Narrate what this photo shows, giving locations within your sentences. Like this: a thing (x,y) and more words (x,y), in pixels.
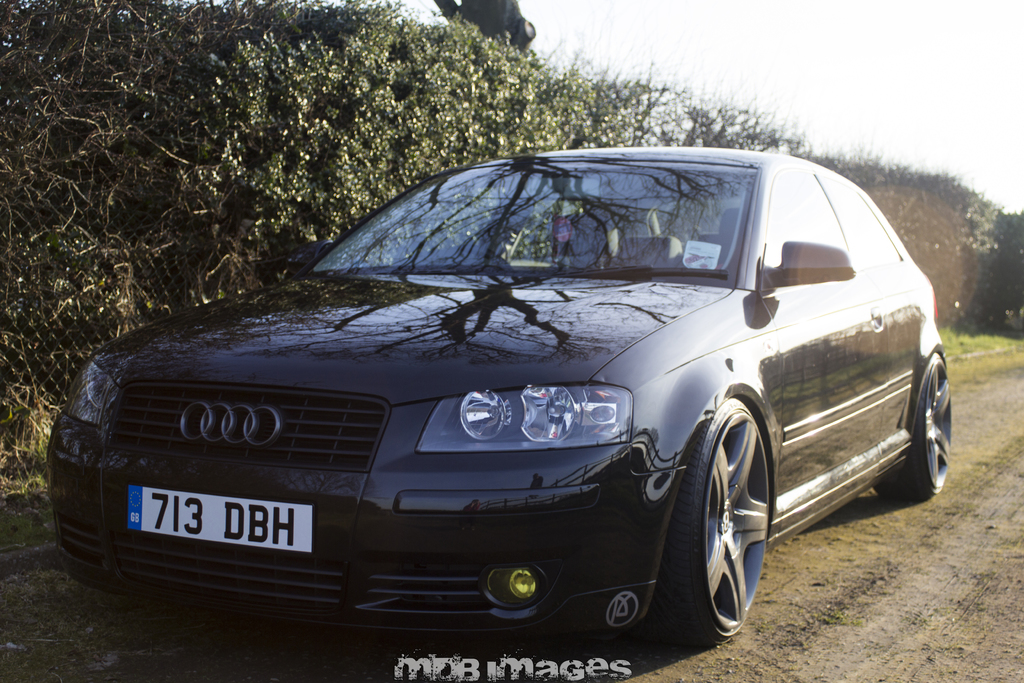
In this picture there is a car (570,342) which is in black color is on a sand road (773,561) and there is a fence (108,265) and few trees (225,148) in the left corner (190,123).
